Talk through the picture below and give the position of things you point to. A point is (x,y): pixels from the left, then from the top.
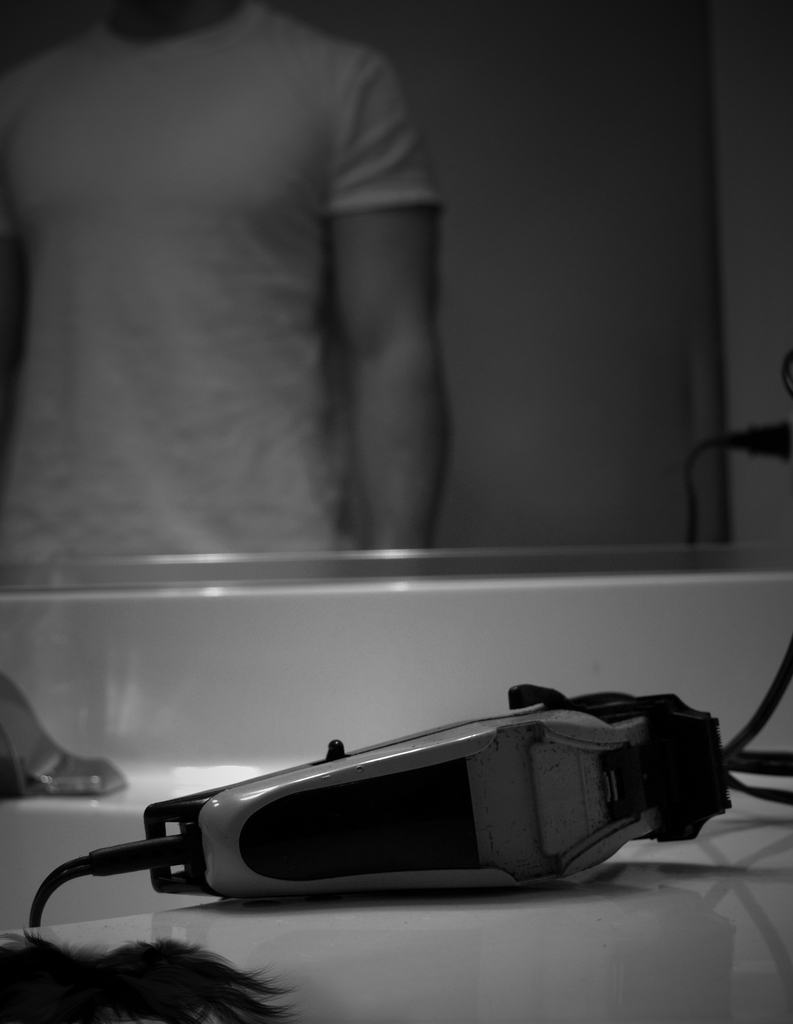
It is a black and white image, there is some object (441,806) in the foreground (390,814) and behind the object (409,779) there is a mirror (488,192), in the mirror (92,239) it looks like there is some person (162,314) is standing.
